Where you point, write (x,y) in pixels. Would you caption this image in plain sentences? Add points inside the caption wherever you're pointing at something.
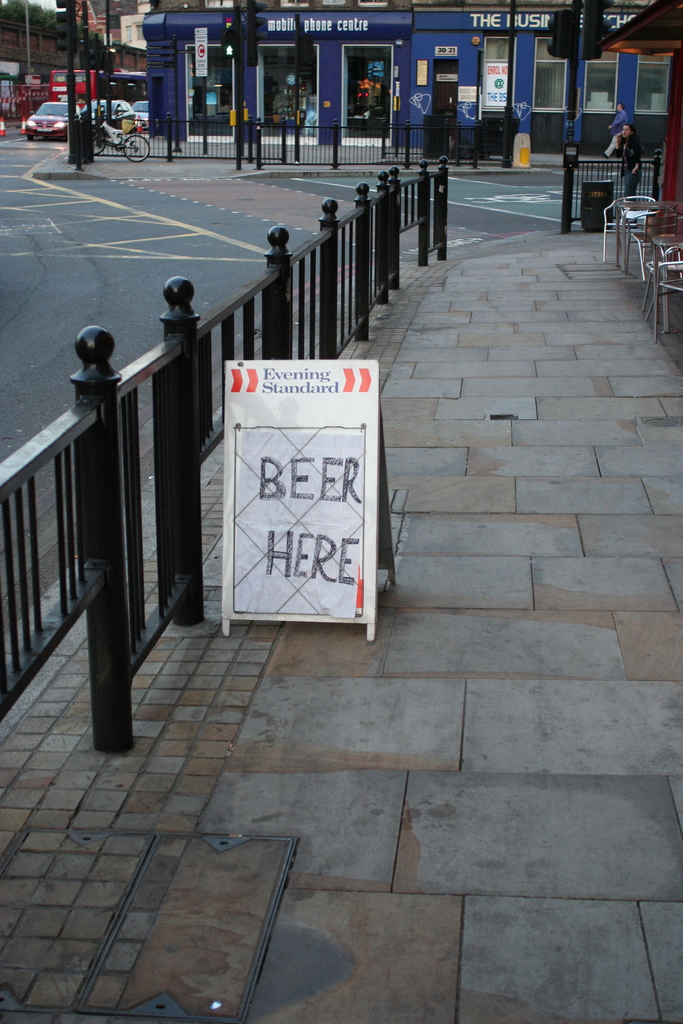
We can see board (270,526), fence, chairs (665,231), bin (605,206) and traffic signals (571,39) on pole (573,156). There is a person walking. In the background (355,132) we can see fence (287,126), buildings (262,96), vehicles (143,98) on the road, poles (84,32), traffic signals (69,47) and trees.
